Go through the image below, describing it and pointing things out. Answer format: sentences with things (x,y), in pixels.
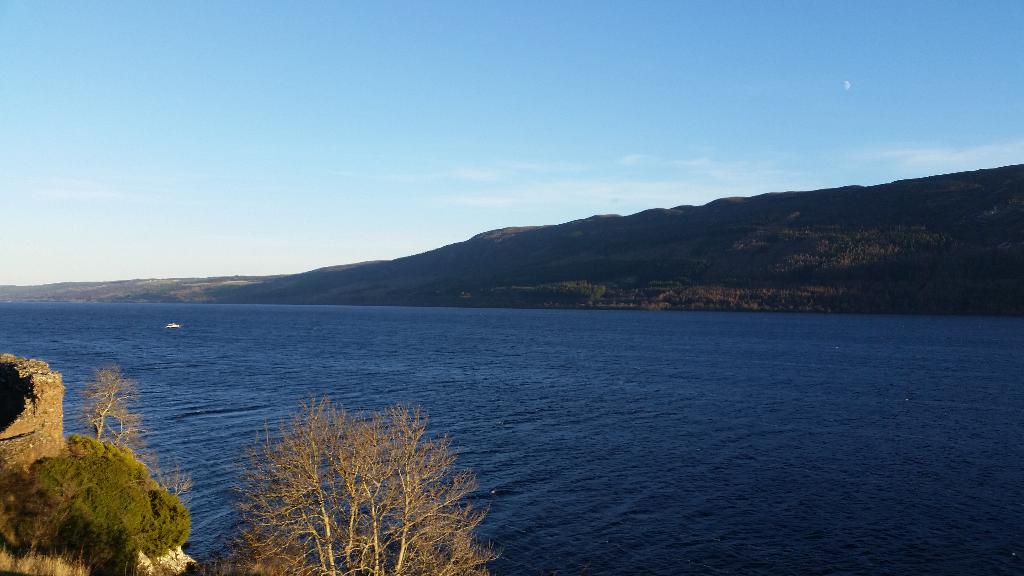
On the left side (89,501), there are plants (82,451) and trees (121,398) on a mountain (232,568). On the right side (781,496), there is water (567,461). In the background (387,265), there is a mountain (772,266) and there are clouds (566,170) in the blue sky (139,158).
